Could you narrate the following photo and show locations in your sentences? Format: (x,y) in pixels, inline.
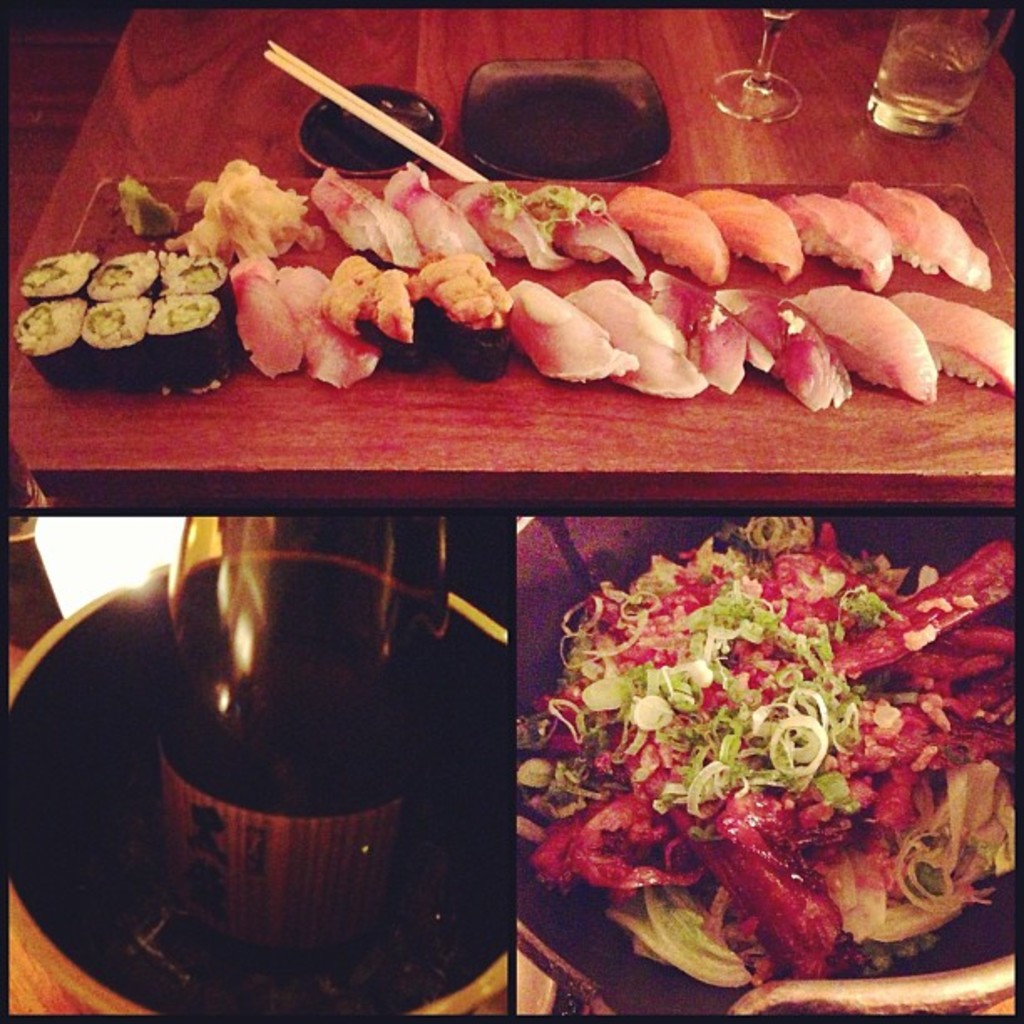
This is a collage image and the top and the right image contains of food (598,292) and the left bottom image consists of bottle (300,666) in the top (398,171) image we can see chopsticks (435,157), glass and plate (581,136).
